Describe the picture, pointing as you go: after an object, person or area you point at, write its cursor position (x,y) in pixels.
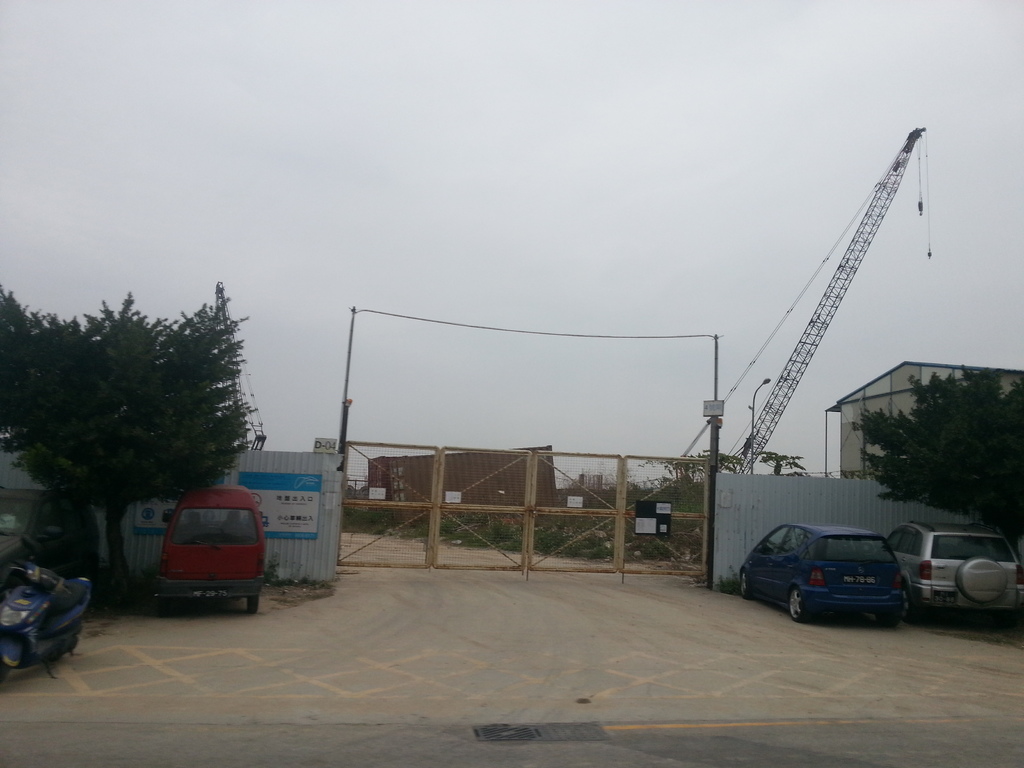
In this picture we can see few trees (979,387) and vehicles (796,614) in front of the gate (635,503), in the background (857,435) we can see a building (909,395), container (392,492) and a crane (785,379).
